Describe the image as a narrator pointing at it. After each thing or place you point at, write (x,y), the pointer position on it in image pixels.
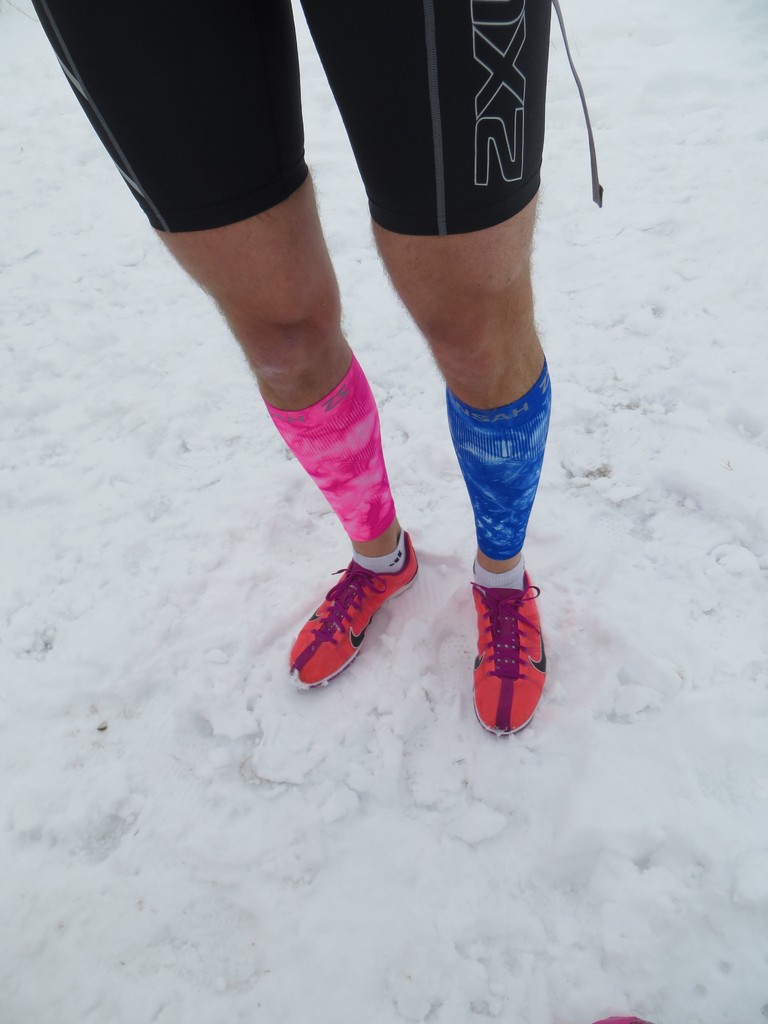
We can see legs (298,230) of person (428,198) with shoes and different color bands (360,472). And the person (346,605) is standing on the snow (592,634).
